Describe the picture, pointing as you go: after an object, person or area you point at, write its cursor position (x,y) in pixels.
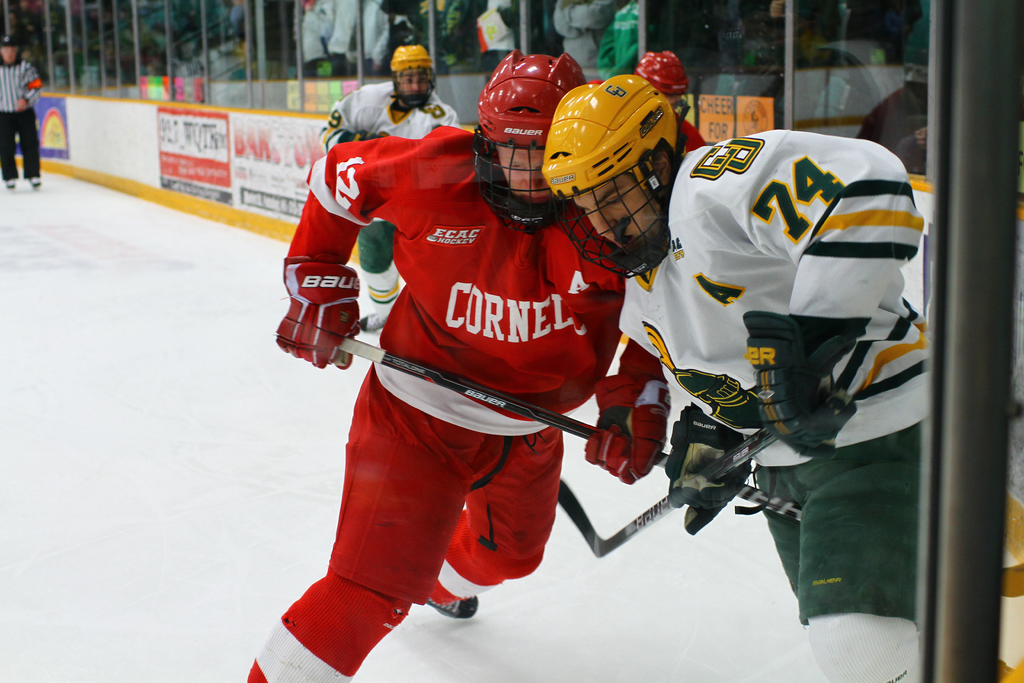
In this picture there is a man (543,388) who is wearing red, helmet (503,205), gloves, jacket (469,345) and shoe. He is holding a stick (504,404). Here we can see another man (757,319) who is wearing yellow helmet (589,119), white jacket (735,334), gloves (793,412) and shoe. On the top left corner (22,75) we can see umpire (6,166) who is standing near to the board (61,132). On the top (751,34) we can see audience (38,24) was sitting on the chair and watching the game.
